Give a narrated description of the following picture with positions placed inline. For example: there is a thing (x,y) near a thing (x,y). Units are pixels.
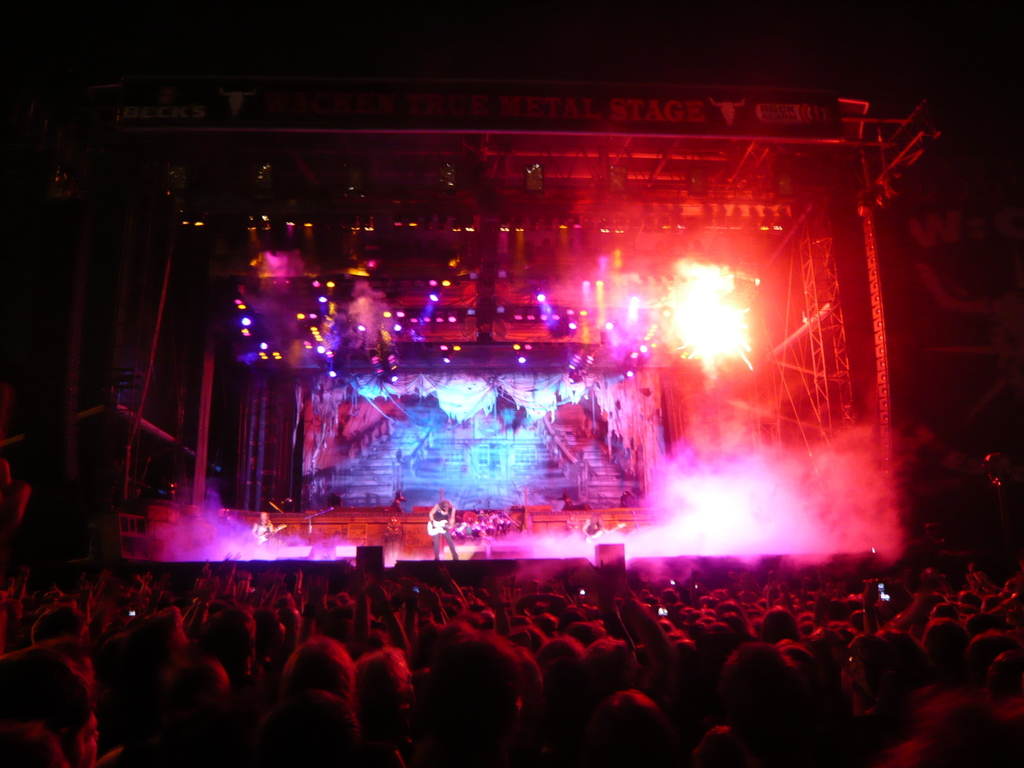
In this picture we can see a group of people (758,742) standing and in front of them we can see a person (449,533) playing a guitar (433,522) on stage (755,564) and in the background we can see lights (707,322).
